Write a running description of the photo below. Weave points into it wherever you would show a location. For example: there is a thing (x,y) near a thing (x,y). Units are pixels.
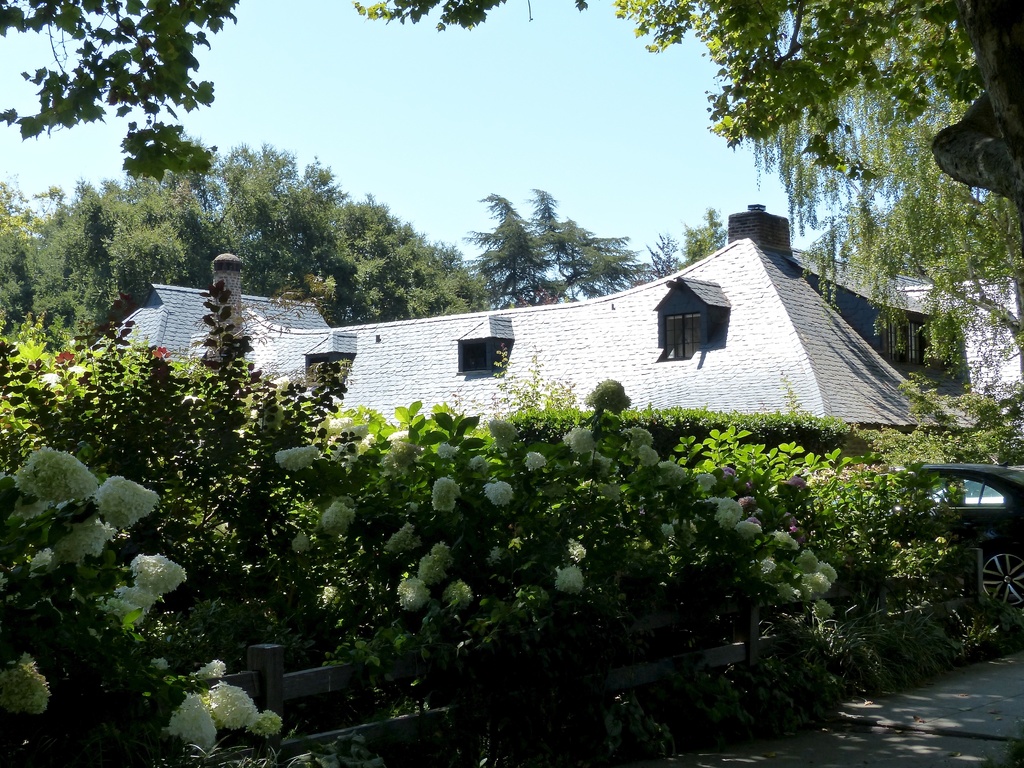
In this picture we can see some plants (449,555) and flowers (328,594) in the front (427,603), on the right side (1002,540) there is a car (1019,540), we can see a house (475,349) in the middle (635,374), in the background (512,278) there are trees (88,229), we can see the sky (458,39) at the top of the picture (501,60).
